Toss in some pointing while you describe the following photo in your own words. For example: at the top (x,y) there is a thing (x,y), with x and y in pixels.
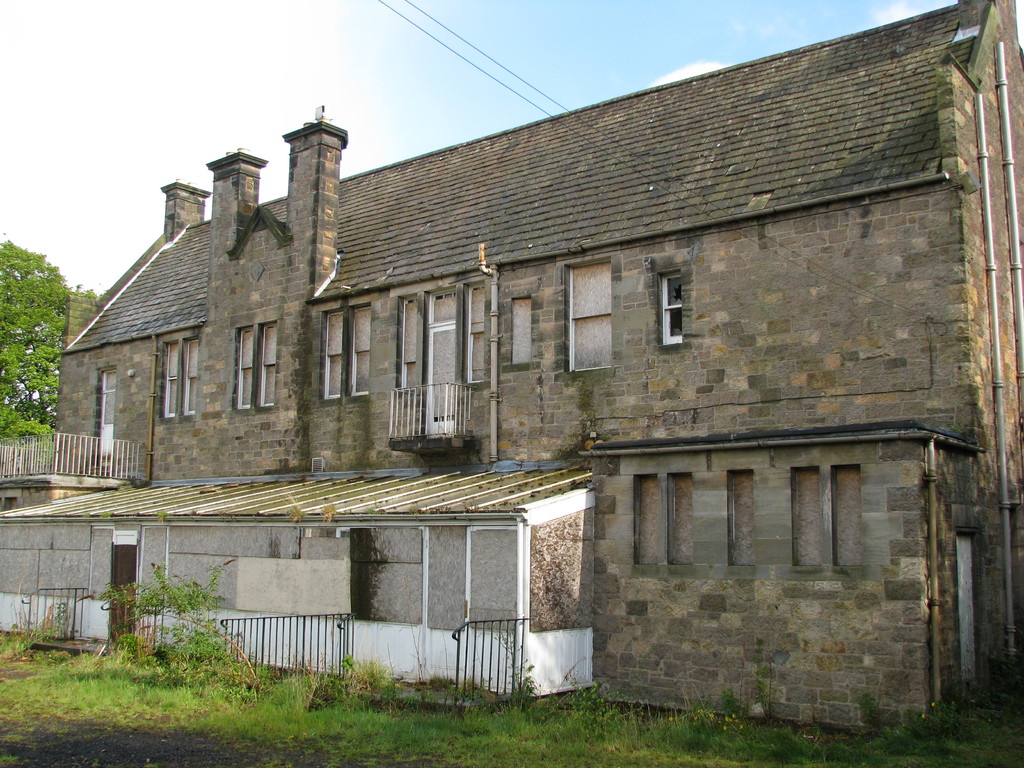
In this picture I can see there is a building (482,338) and it has windows (406,357), doors (447,338) and there's grass (264,695) on the floor (155,676) and there is a tree (27,367) on to left side (40,356) and the sky (190,92) is clear.
